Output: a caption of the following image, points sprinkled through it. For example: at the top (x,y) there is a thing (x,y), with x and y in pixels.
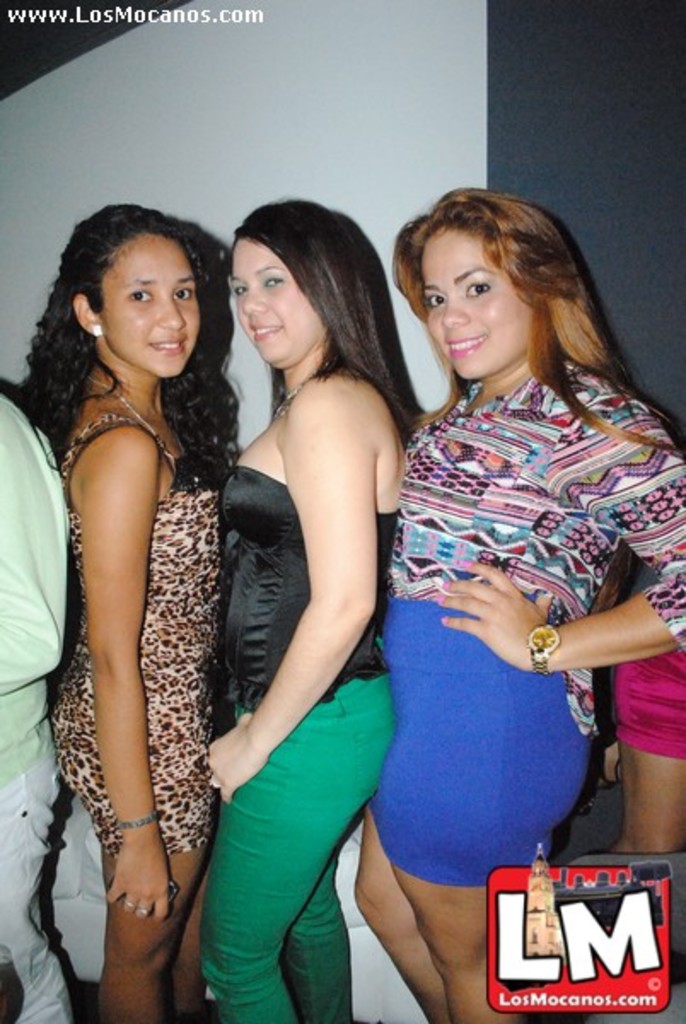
This picture shows three women (466,191) standing with a smile on their faces (438,339) and we see people (43,652) standing on the either side and we see a wall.
